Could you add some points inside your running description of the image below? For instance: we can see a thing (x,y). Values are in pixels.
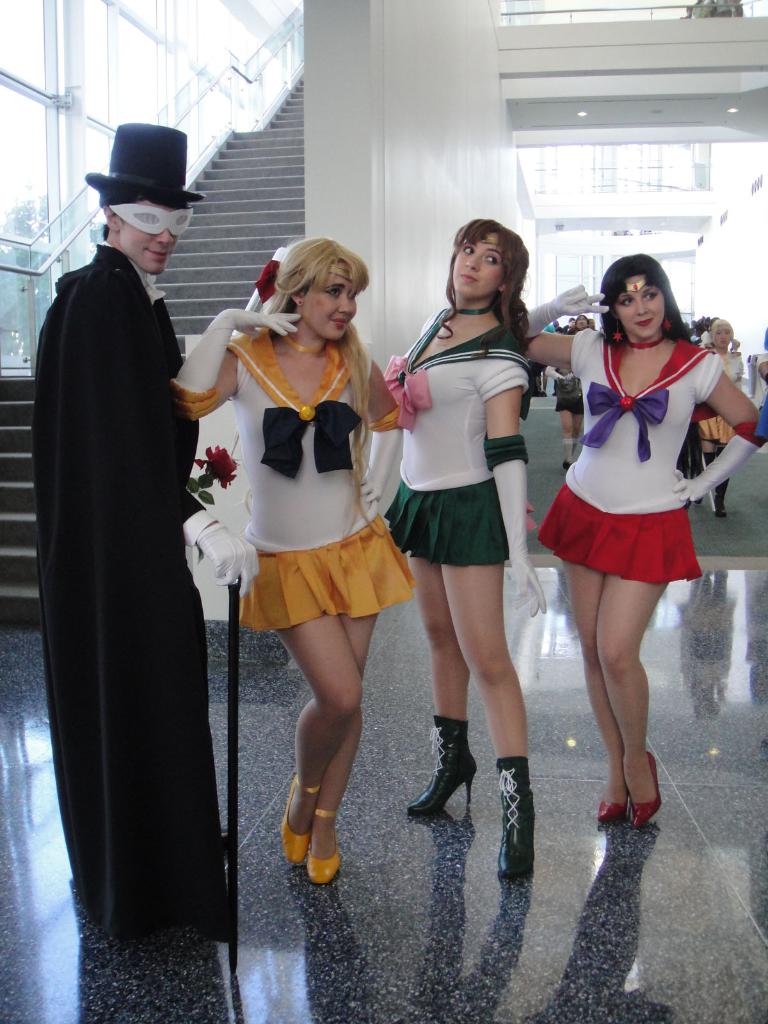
In this image we can see persons (360,595) with costume (365,476). In the back (104,108) we can see glass wall (169,113). Also there are steps (244,213). And there is another wall (456,172). And there are few people (723,361).
